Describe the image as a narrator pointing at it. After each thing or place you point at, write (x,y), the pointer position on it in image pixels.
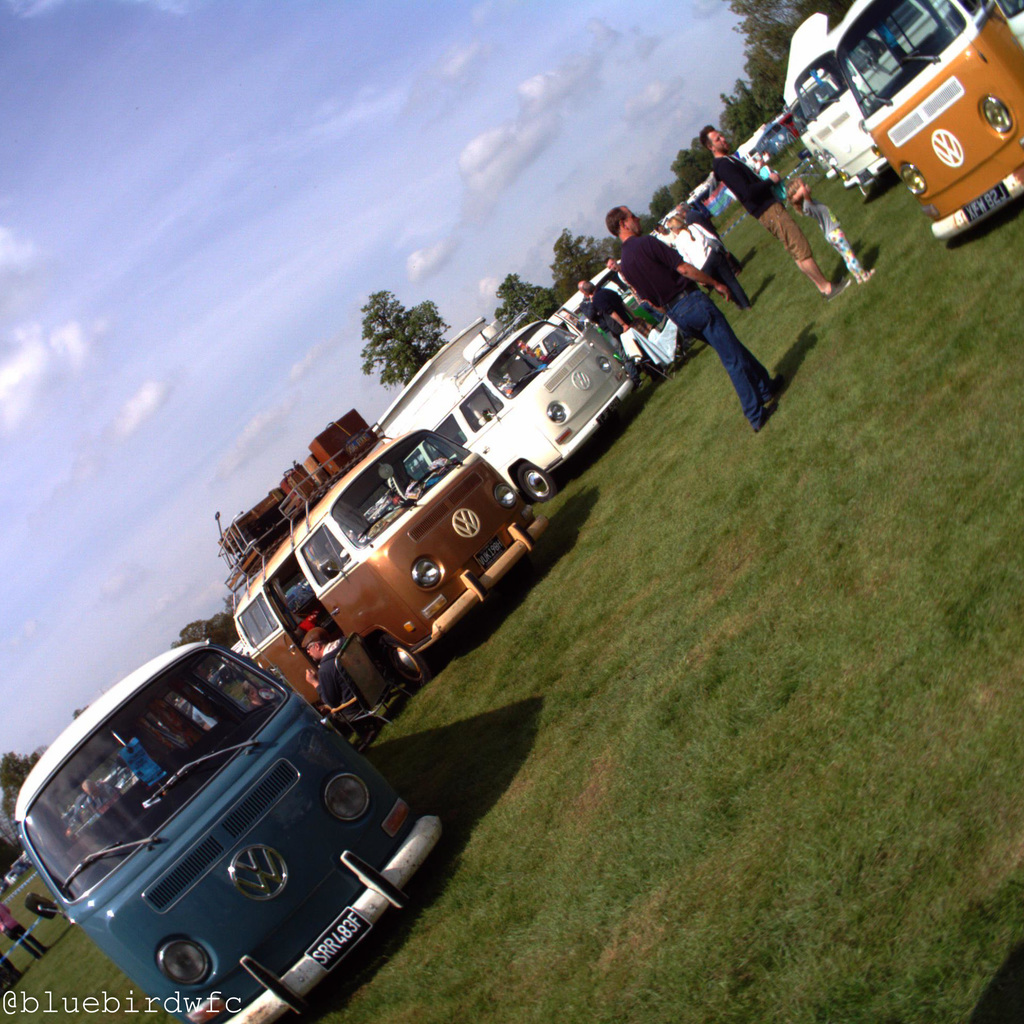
In this image in the front (711,753) there is grass (682,758) and in the center (362,578) there are vehicles (436,476) and there are persons (659,275) standing and sitting. In the background (36,209) there are trees (758,69) and the sky (447,133) is cloudy.
